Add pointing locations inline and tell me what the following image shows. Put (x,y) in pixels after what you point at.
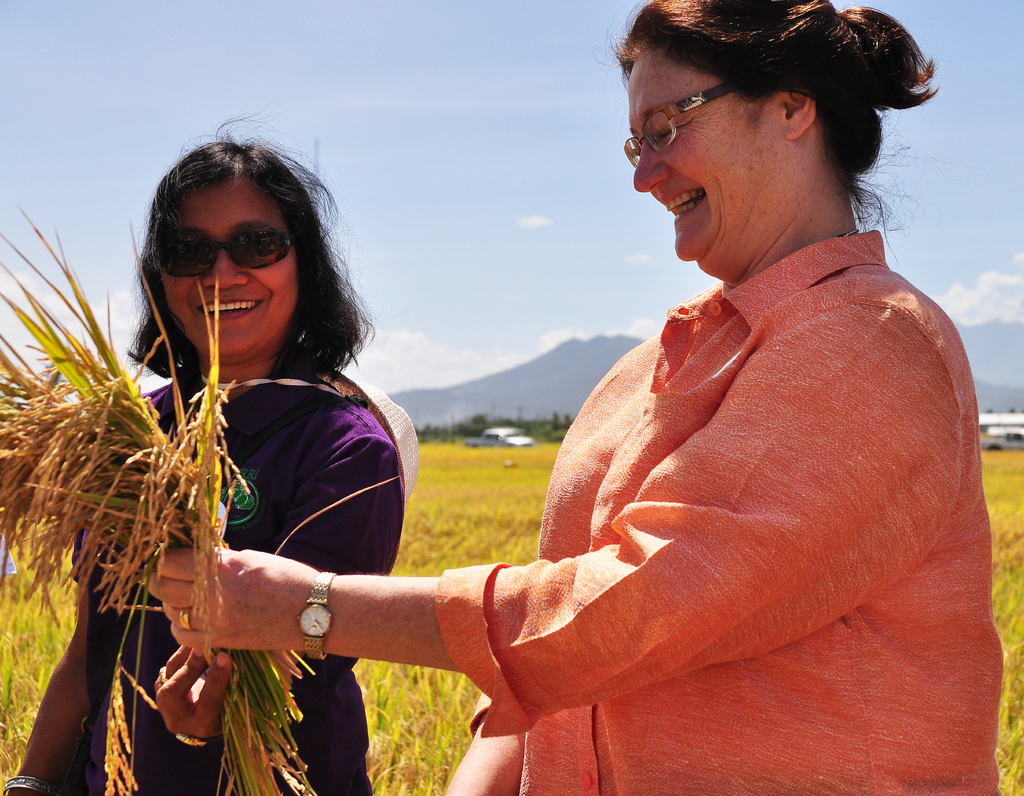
In this image there is a woman (850,543) in the middle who is holding the rice (156,503) with her hands (263,579). Beside her there is another woman (266,594) who is having the spectacles (215,247) is laughing. In the background (467,481) there is grass (487,492). At the top (436,145) there is the sky (438,165). In the middle (510,430) there is a car (495,437).
